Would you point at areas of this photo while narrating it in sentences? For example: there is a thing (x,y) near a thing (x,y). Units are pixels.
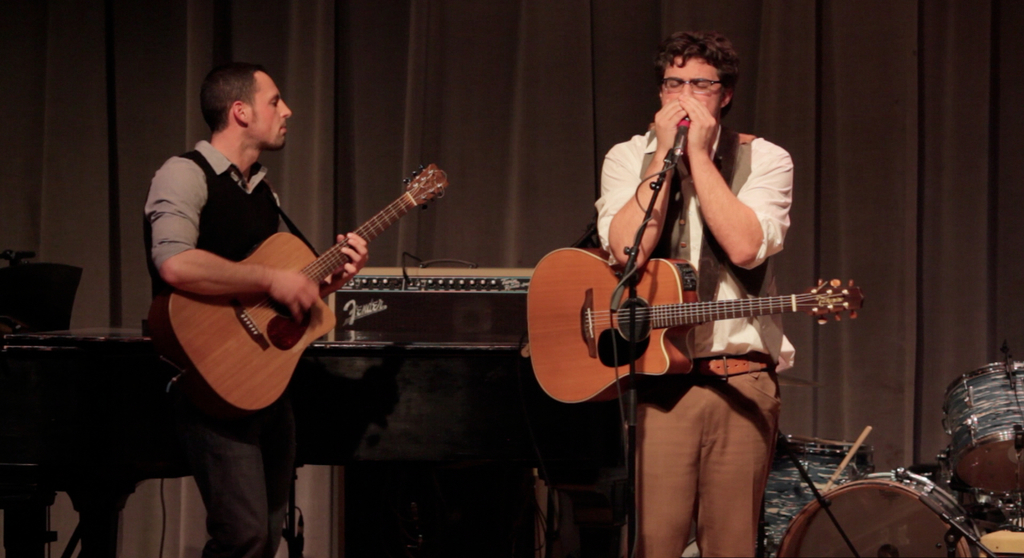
In this image I can see two men (254,139) are standing and holding guitars (842,299). I can also see he is holding a harmonica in his hand (701,130). In the background (817,481) I can see a drum set (947,413).
